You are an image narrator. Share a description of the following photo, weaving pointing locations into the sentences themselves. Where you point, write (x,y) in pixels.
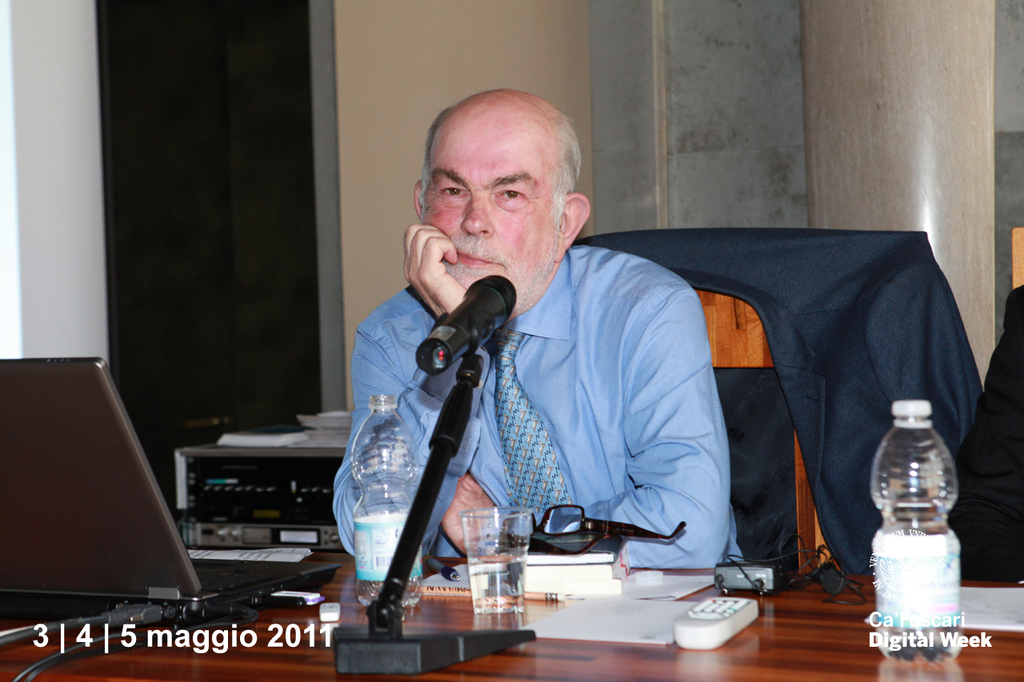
This image consists of a man (662,465) wearing a blue shirt (704,495) and a tie (529,448). He is sitting in a chair (722,322). And we can see a suit (847,353) on the chair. In the front (426,639), we can see a table (487,681) on which there are books (603,562), bottles (370,499), laptop (148,570). mic (442,367) and a glass (493,602). In the background (488,59), there is a wall (401,94).
